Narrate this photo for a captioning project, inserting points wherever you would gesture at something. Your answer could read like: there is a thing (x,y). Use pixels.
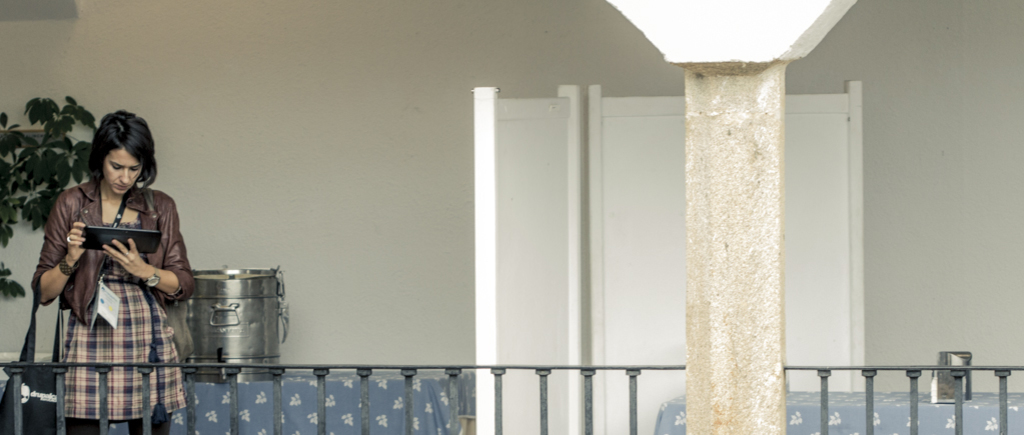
In the picture I can see a woman (97,288) is holding an object (110,239) in hands (123,254). The woman (134,270) is wearing a jacket (88,207) and an ID card (96,310). In the background (212,74) I can see plant (56,176), fence (407,426), wall (310,214) and some other objects (496,354).
